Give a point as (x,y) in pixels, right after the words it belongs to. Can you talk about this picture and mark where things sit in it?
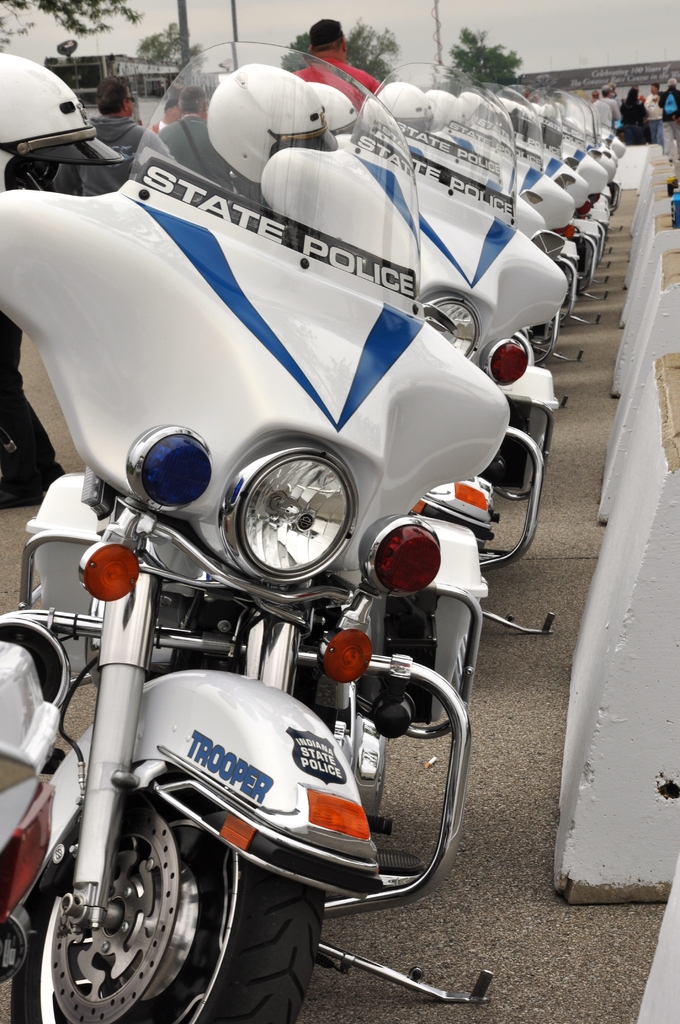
In the picture we can see police bikes (315,934) which are white in color are parked in one line and behind the bikes (272,945) we can see some people (91,119) are standing and in the background (159,38) we can see some poles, trees (159,49) and sky (633,34).
